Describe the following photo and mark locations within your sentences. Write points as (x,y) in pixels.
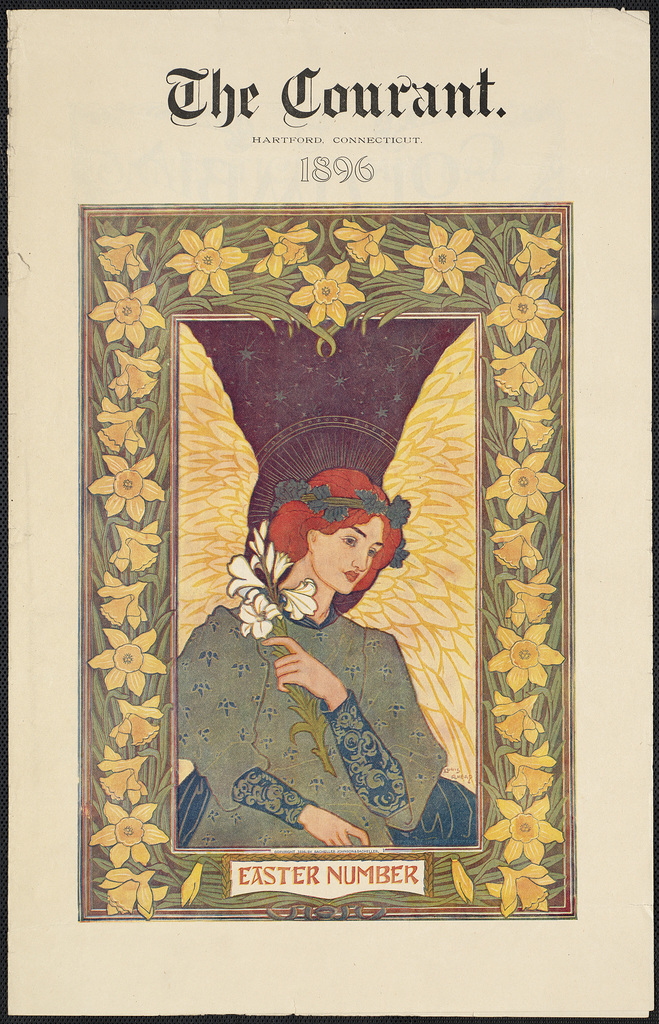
In the image there is a frame (102,477) with a lady (425,829). And the lady (294,557) is holding flowers (294,599) in her hand (316,663). Around the frame (172,320) there are flowers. And also there is some text (293,123).
